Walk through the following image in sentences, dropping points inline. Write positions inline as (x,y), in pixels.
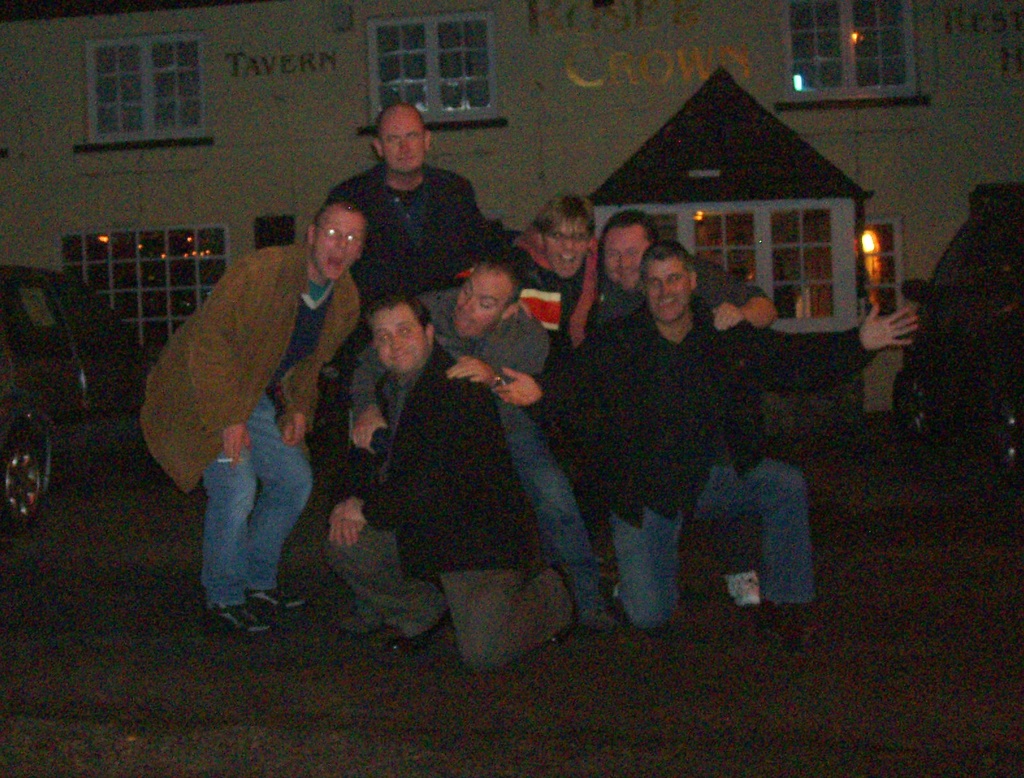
In the foreground of this image (516,553), there are few men (525,548) kneel downing and standing and giving pose to the camera. In the background (995,303), there are few vehicles (66,430) and the building (667,79).
